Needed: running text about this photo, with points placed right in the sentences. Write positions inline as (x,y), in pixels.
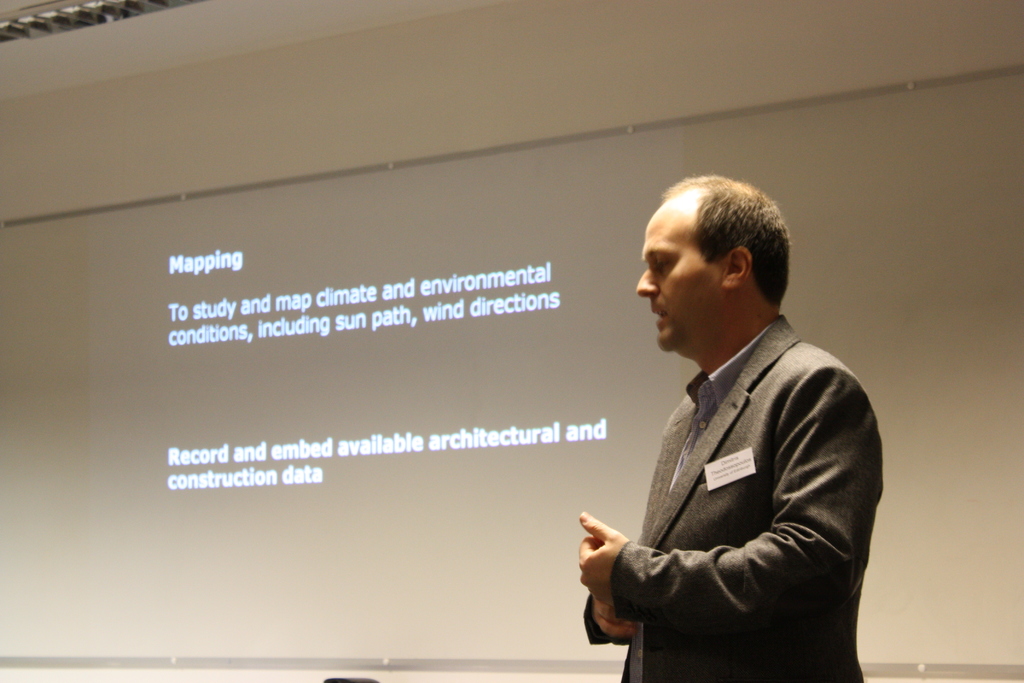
The man (699,336) in front of the picture who is wearing a blazer (857,522) is standing and he is trying to talk something. Behind him, we see a projector screen (293,417) with some text (189,337) displayed on it. Behind that, we see a white wall (369,108).
